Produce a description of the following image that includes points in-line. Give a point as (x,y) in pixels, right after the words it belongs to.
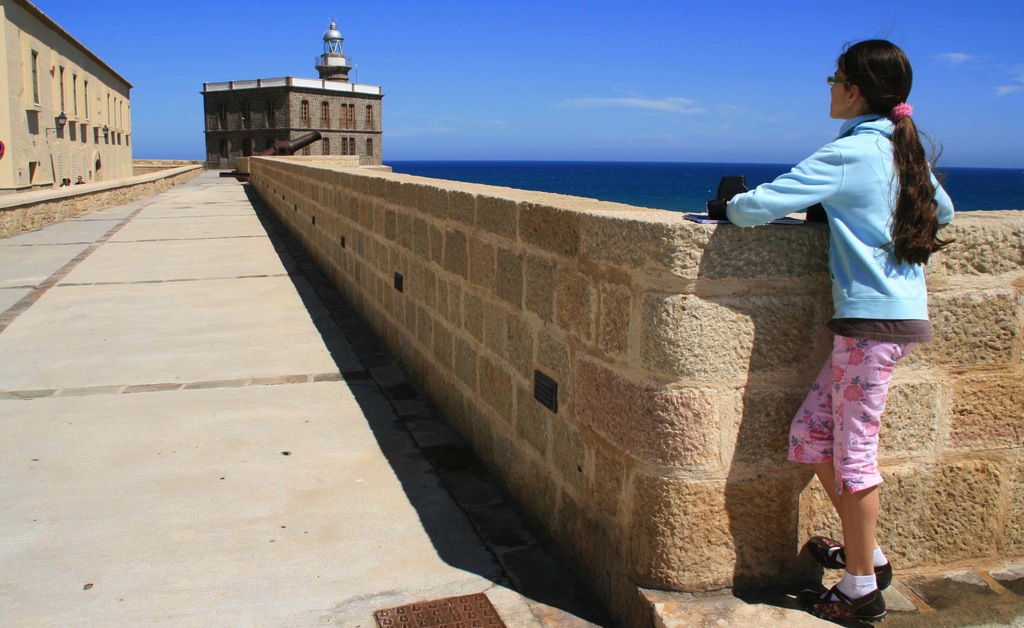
In this image I can see the person (792,434) is standing in front of the wall (712,389). I can see few buildings (289,96), windows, few people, water (525,180), and the sky (577,24) is in blue and white color.
